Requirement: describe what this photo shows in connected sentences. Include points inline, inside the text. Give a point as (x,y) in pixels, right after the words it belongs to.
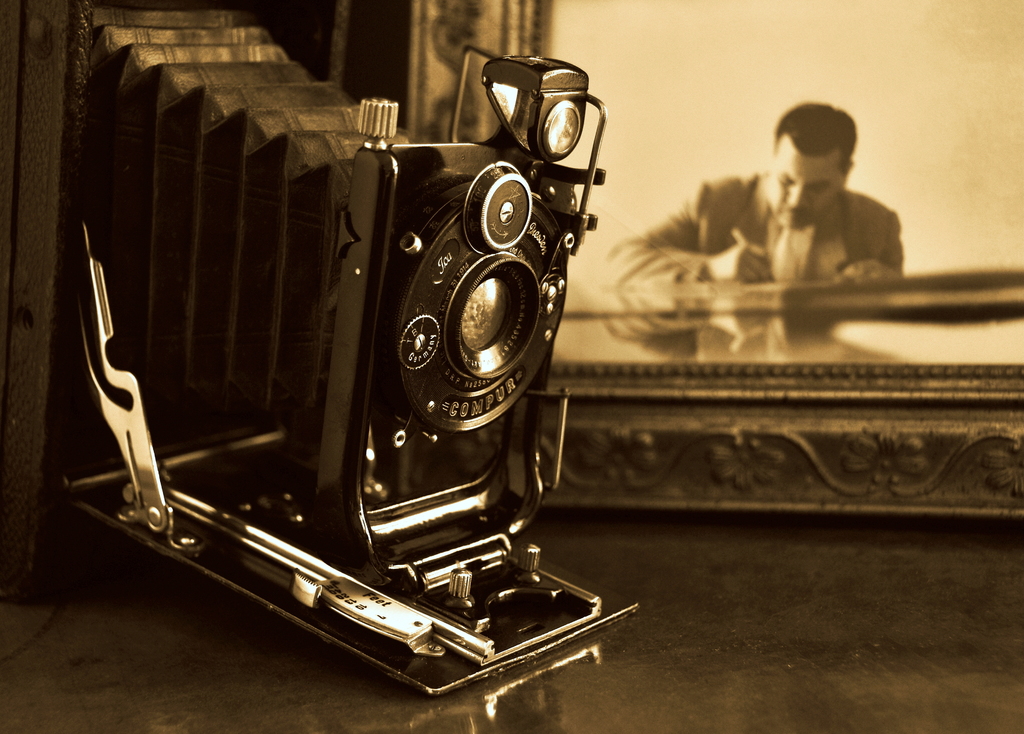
One person (764,219) is there writing something, one camera (362,409) is present in the picture.
